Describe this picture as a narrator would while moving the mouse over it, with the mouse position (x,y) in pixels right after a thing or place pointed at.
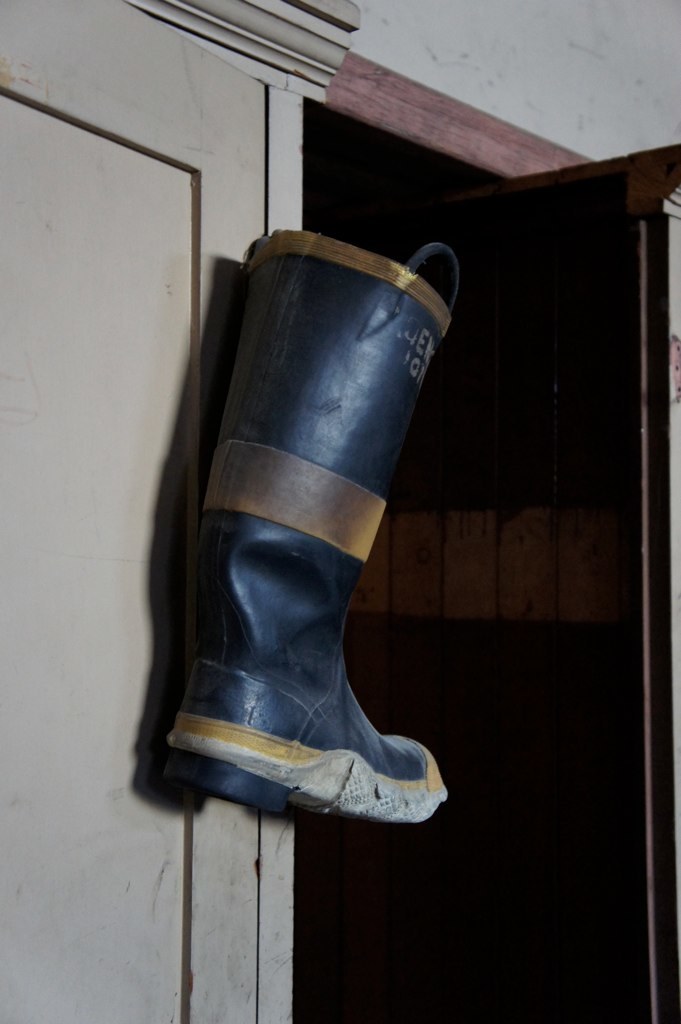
In the middle of this image (305,548) I can see a black color boot (342,548) is attached to a cupboard (145,216). At the top (538,57), I can see the wall (560,60).
